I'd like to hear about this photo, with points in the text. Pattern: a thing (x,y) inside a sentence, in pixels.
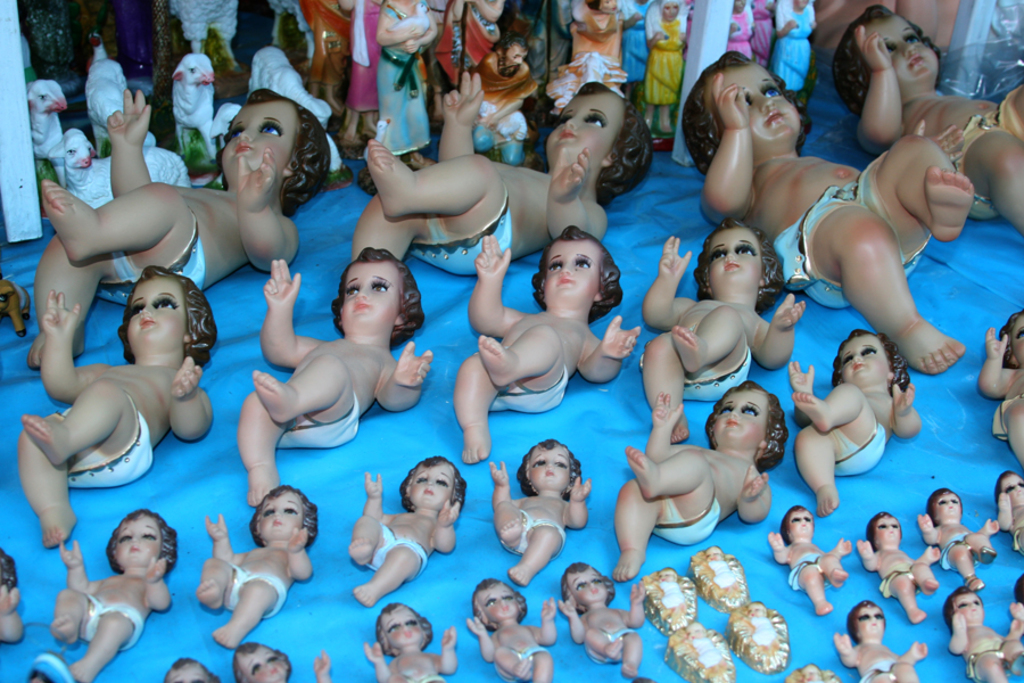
In the image we can see there are many toys (155,268) of different colors and sizes, and the toys (742,114) are kept on the blue cloth (374,452).
